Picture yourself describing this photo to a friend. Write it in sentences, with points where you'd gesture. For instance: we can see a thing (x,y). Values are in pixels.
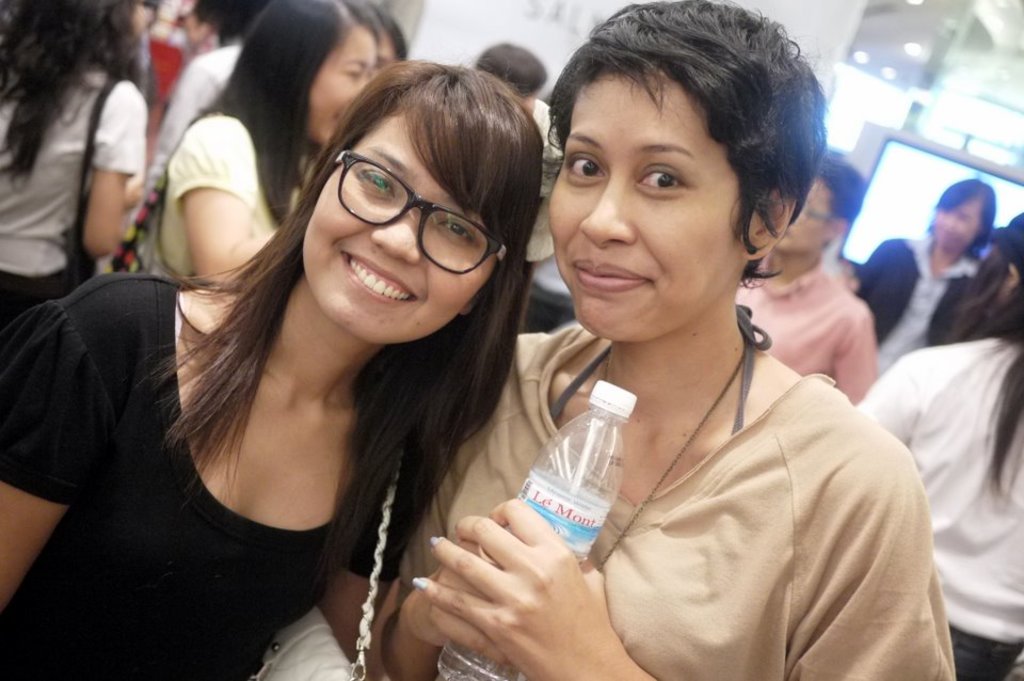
In this picture I can see 2 women (468,291) in front (391,94) and I see that the woman (520,547) on the right (687,327) is holding a bottle (444,652) and the woman (261,393) on the left (88,447) is carrying a bag (338,662). In the background (173,245) I can see number of people (846,191) and I see the lights (917,46) on the right top of this picture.
